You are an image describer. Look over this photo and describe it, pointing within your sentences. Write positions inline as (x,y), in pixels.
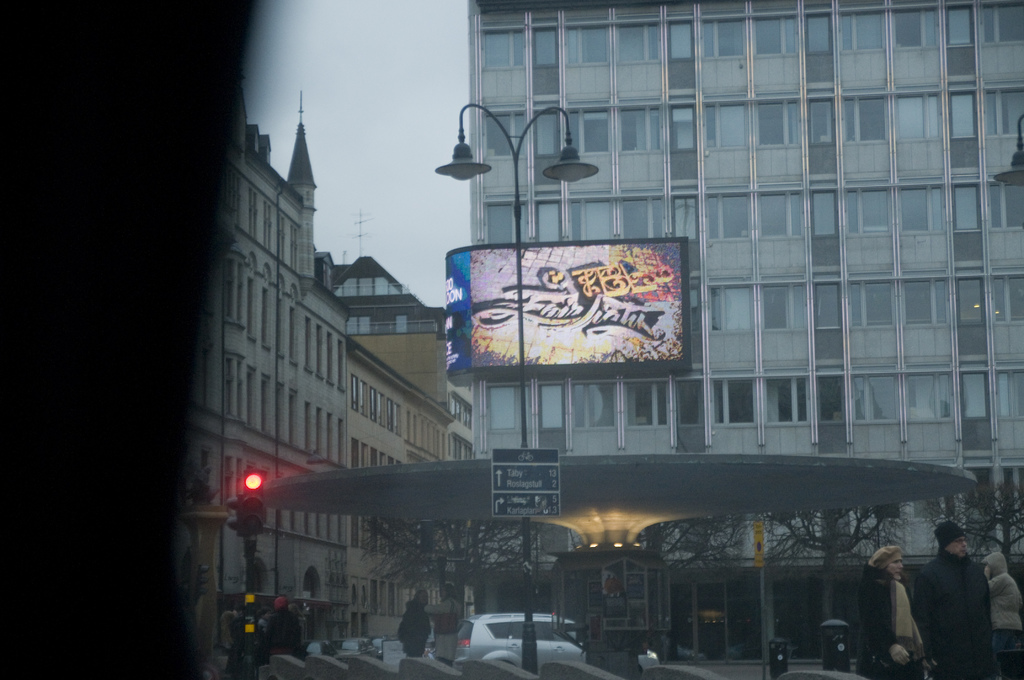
In this image I can see few people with different color dresses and there is a board (524,486) to the light pole (467,165). In the back (301,396) I can see few buildings (432,351) and there are many trees (499,536) in-front of the building (535,562). To the left (254,551) I can see the light (257,491). I can also see a board (498,278) to one of the building (475,232). In the back (340,148) there is a white sky (335,159).
